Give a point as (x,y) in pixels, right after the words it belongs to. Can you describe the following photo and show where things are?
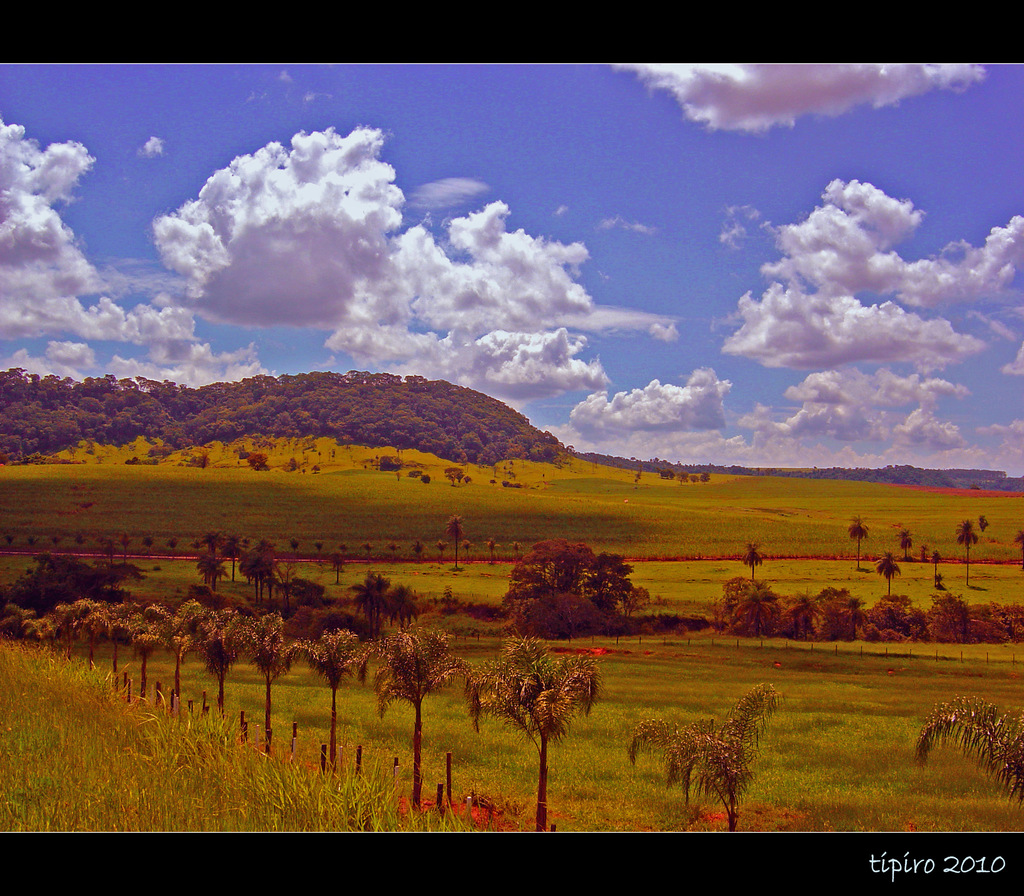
In this image I can see an open grass ground (789,577) and on it I can see number of trees (904,542). In the background (652,168) I can see clouds (776,242), sky (746,201) and here I can see watermark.
